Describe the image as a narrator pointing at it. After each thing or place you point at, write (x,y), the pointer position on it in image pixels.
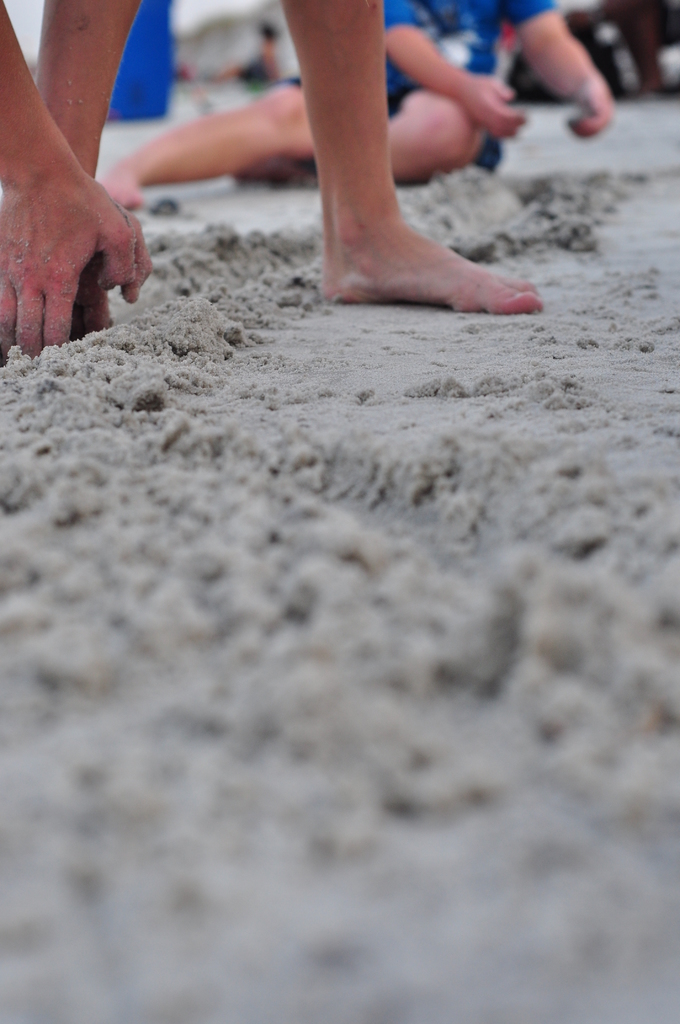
In this picture we can see people legs (314,138) and hands (66,252) and we can see sand (314,190). In the background of the image (528,64) it is blurry and there is a person (458,66) sitting.
